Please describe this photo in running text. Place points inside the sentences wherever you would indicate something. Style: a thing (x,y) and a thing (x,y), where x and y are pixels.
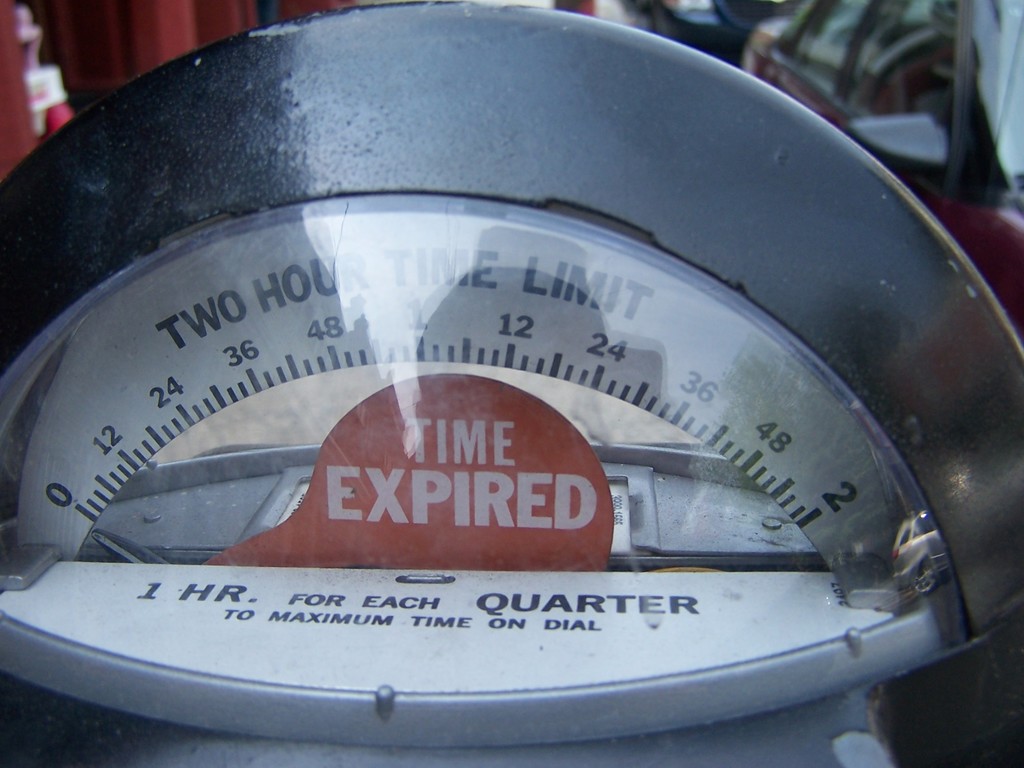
In the center of the image (394,403) we can see a meter (500,205) and also we can see the text (474,422) and readings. At the top of the image (1009,39) we can see the vehicles (975,19).
